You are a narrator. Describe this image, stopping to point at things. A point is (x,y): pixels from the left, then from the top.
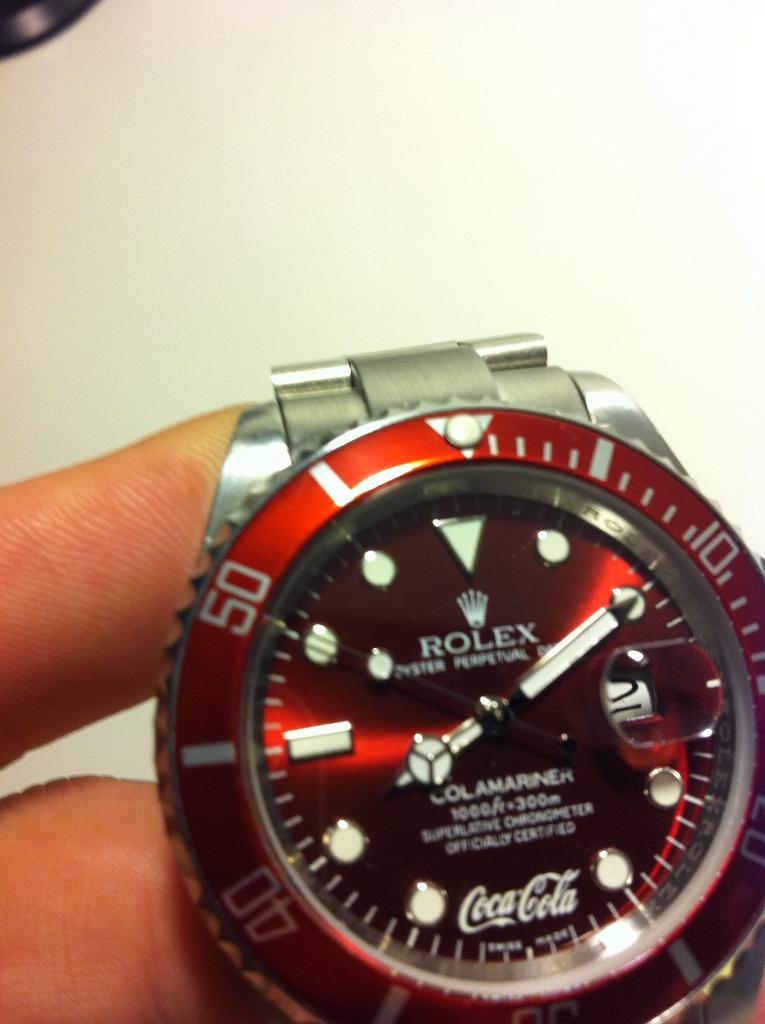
In this image we can see watch (388,749) in person's hand (38,699).
